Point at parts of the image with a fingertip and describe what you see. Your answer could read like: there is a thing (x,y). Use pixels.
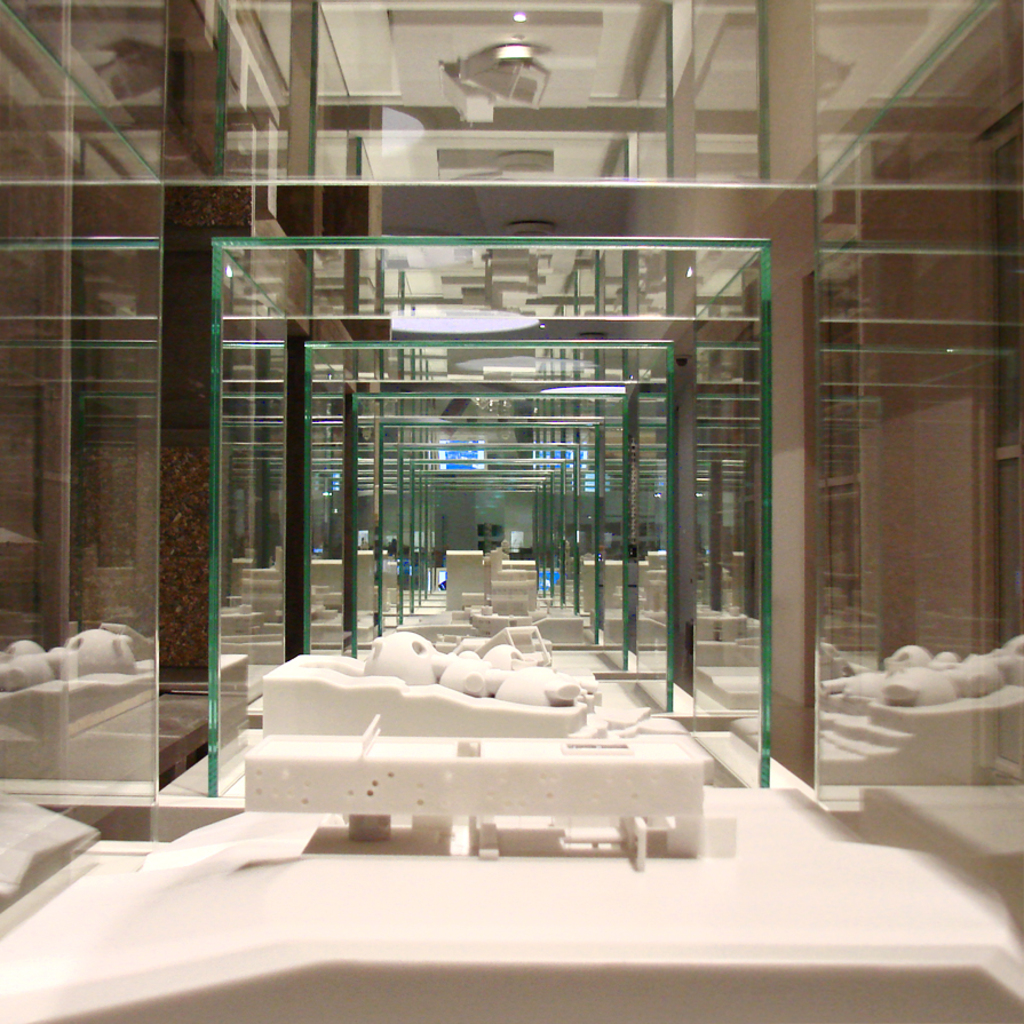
In this picture we can see some objects (456,740) on the path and on the left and right side of the objects (487,664) there are mirrors (418,528) and other things (185,570). At the top (483,326) there are ceiling lights (492,317).
